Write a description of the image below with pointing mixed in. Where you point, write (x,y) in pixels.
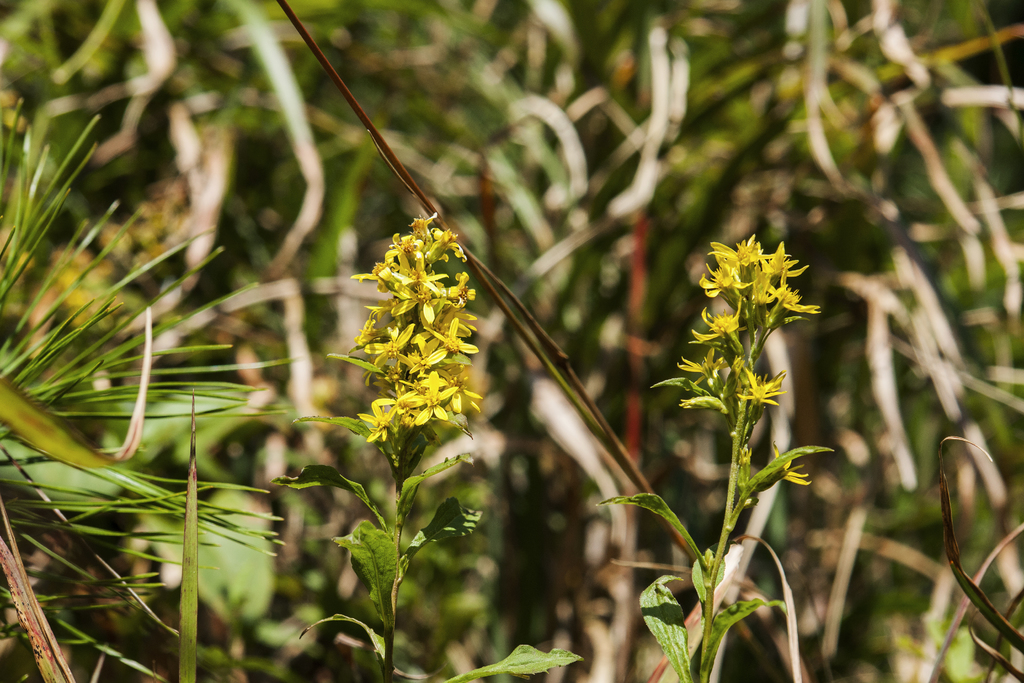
In this image we can see yellow color flowers (433,364) with stems (767,336).
